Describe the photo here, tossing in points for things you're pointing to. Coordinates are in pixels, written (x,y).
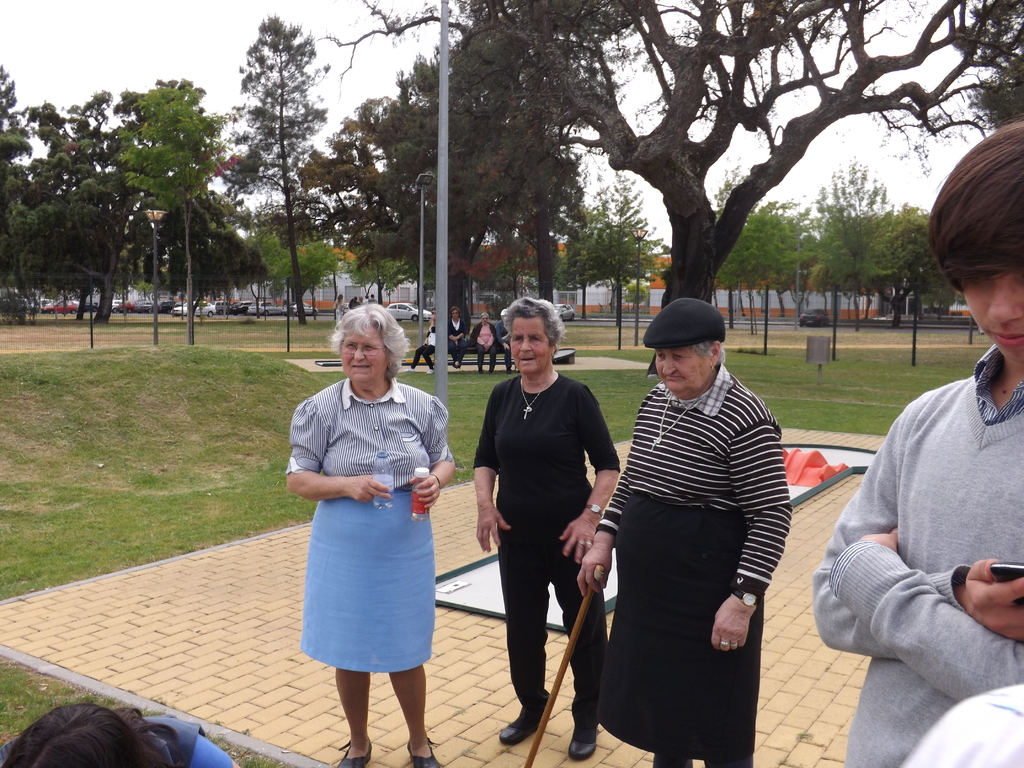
In the image we can see there are people (577,541) standing and some of them are sitting, they are wearing clothes (399,619), shoes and some of them are wearing neck chain (656,440). Here we can see footpath (219,623), grass (93,463), pole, trees (178,242) and the sky (115,38).
